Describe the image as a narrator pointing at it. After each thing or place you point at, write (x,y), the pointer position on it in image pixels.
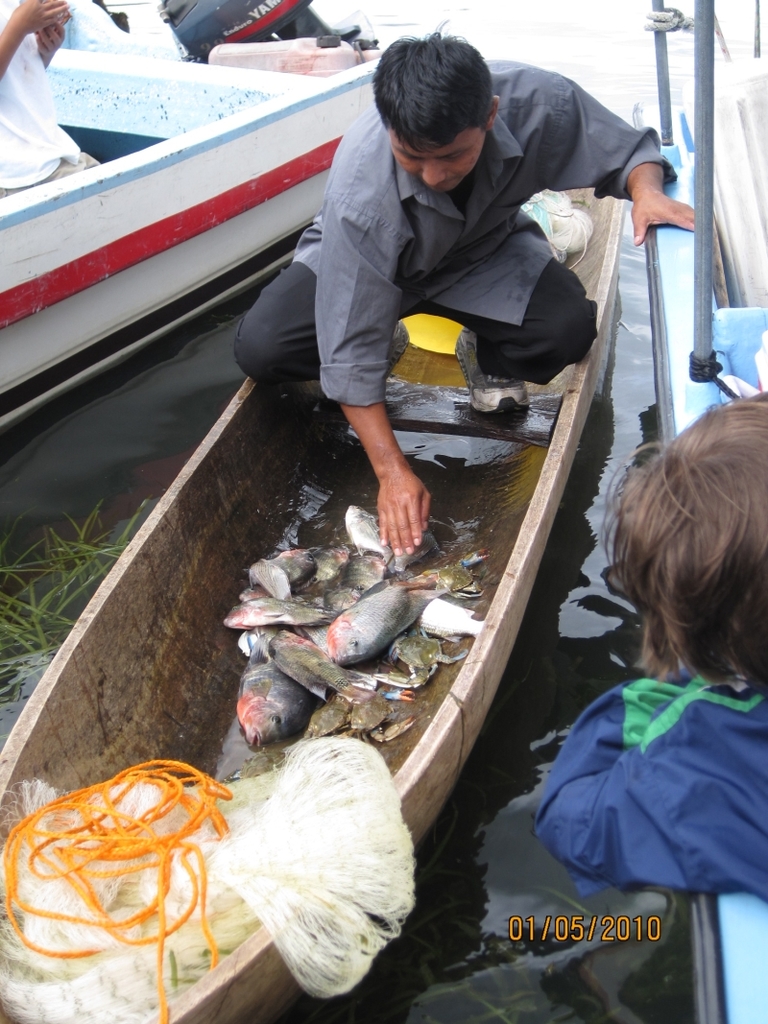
There are 3 boats (180,174) on the water (429,1016). In the center boat (107,810) there is an orange rope (170,840) and net (170,907) at the front (170,907), a person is present and there are fishes (315,610). There are people (664,742) on the other boats (232,93). There is water (561,937) on the top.
